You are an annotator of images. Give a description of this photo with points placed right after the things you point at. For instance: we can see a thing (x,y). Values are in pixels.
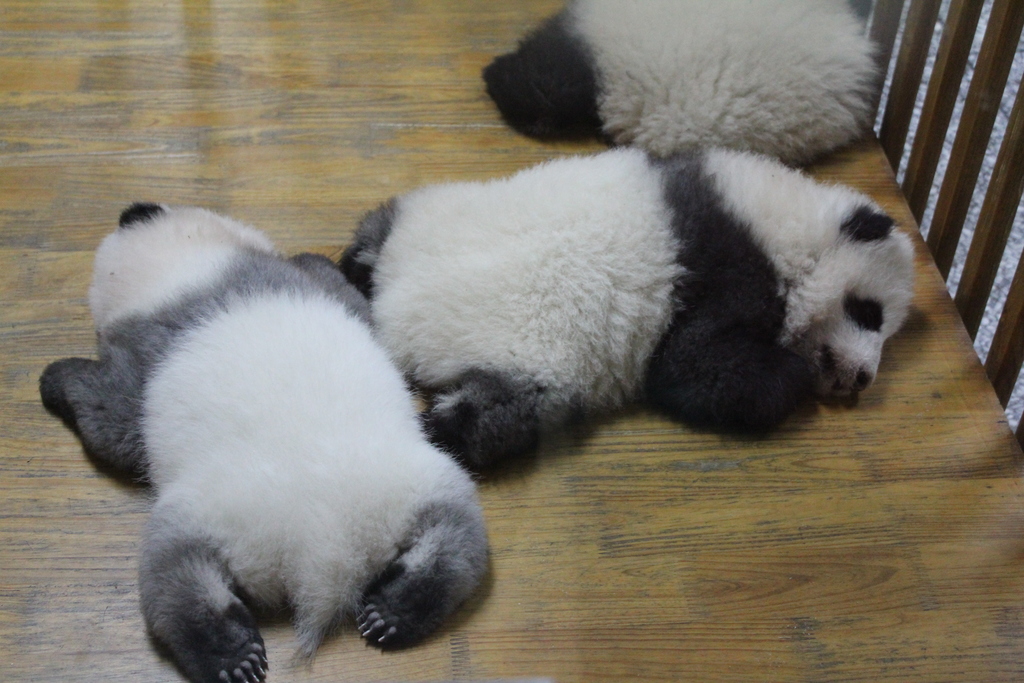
In this image there are animals (665,198) sleeping on the floor (22,602). On the right side (924,46) there is a wooden railing (960,172).
